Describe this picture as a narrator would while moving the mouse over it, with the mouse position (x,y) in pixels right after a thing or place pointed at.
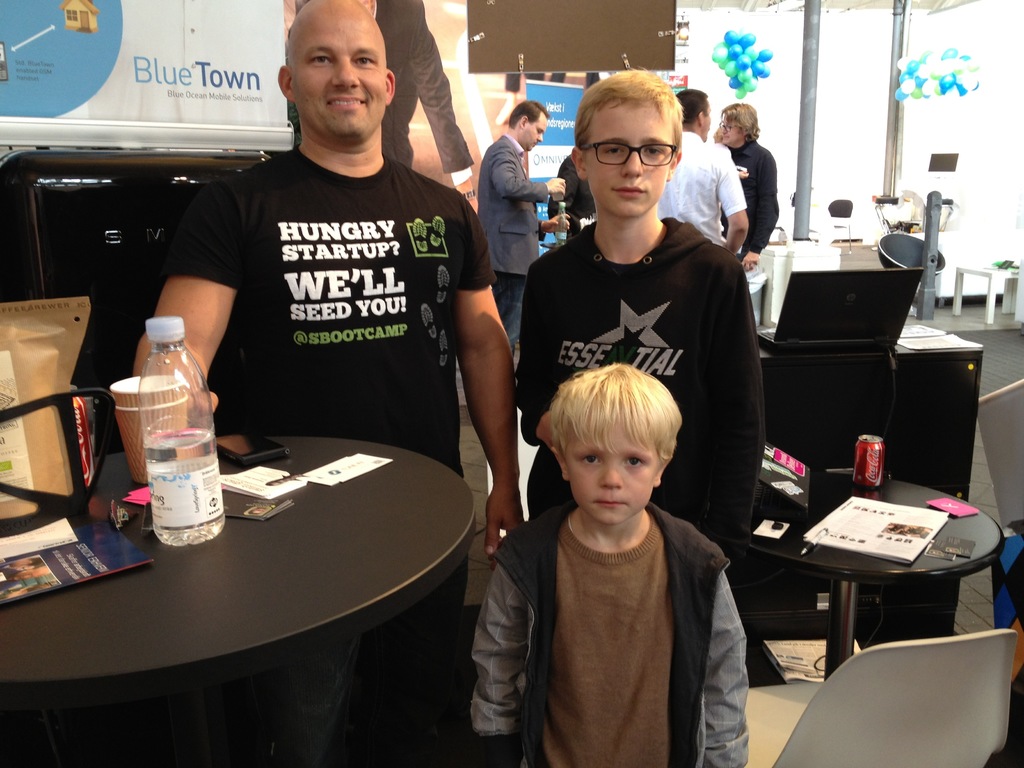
In this image I can see the group of people (429,642) with different color dresses (396,660). I can see few tables (420,571) and the chairs (895,670). On the table (241,586) I can see the papers (128,537), tin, cup (140,476), bottle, mobile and few more objects (13,509). I can see the laptop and papers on an another table (797,370). In the background (157,120) I can see boards (160,106), poles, balloons (740,84) and few objects (904,259) can be seen.
